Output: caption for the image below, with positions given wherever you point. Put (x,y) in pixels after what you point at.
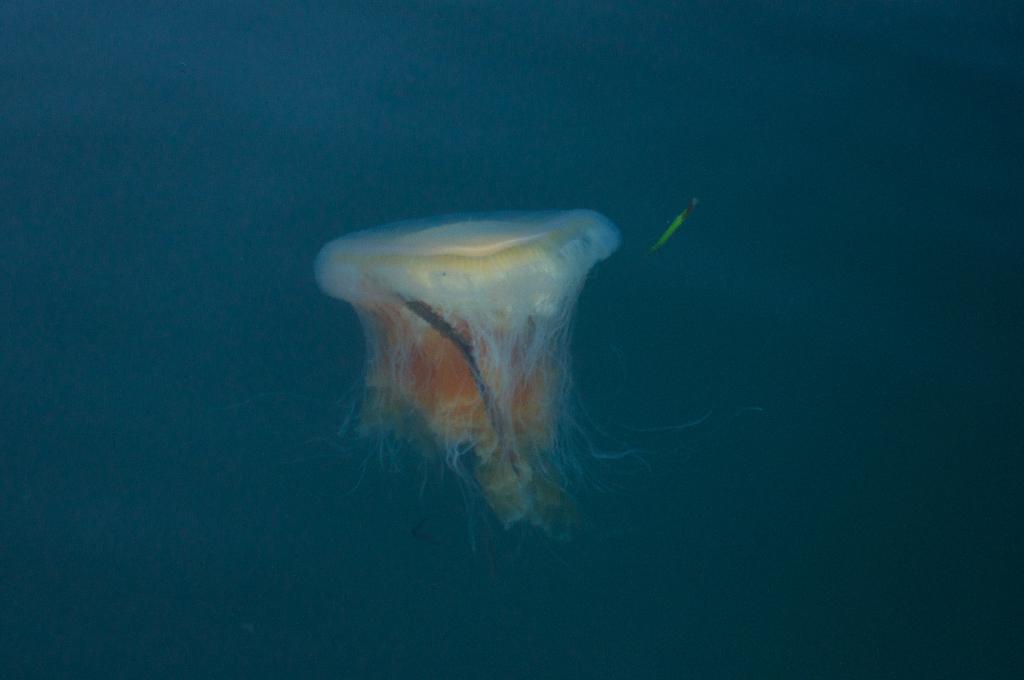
In this image there is a jellyfish (496,260) in the water (343,414). Beside it there is an object (662,243).
